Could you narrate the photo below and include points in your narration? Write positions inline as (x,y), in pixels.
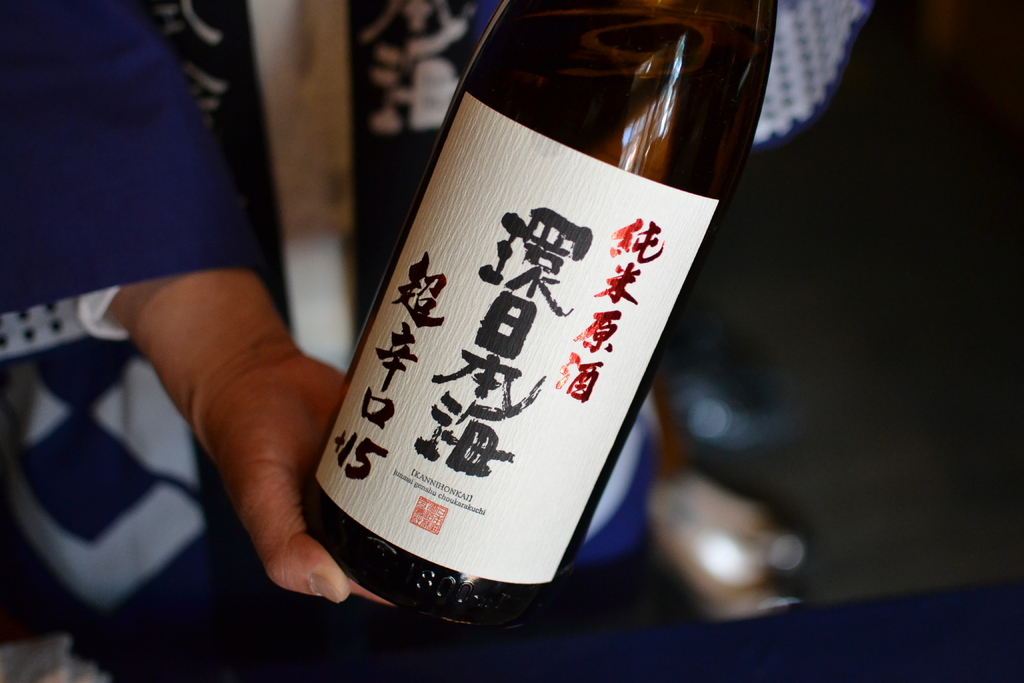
As we can see in the image, there is a person (258,430) holding bottle (550,401) in his hand (260,390).
